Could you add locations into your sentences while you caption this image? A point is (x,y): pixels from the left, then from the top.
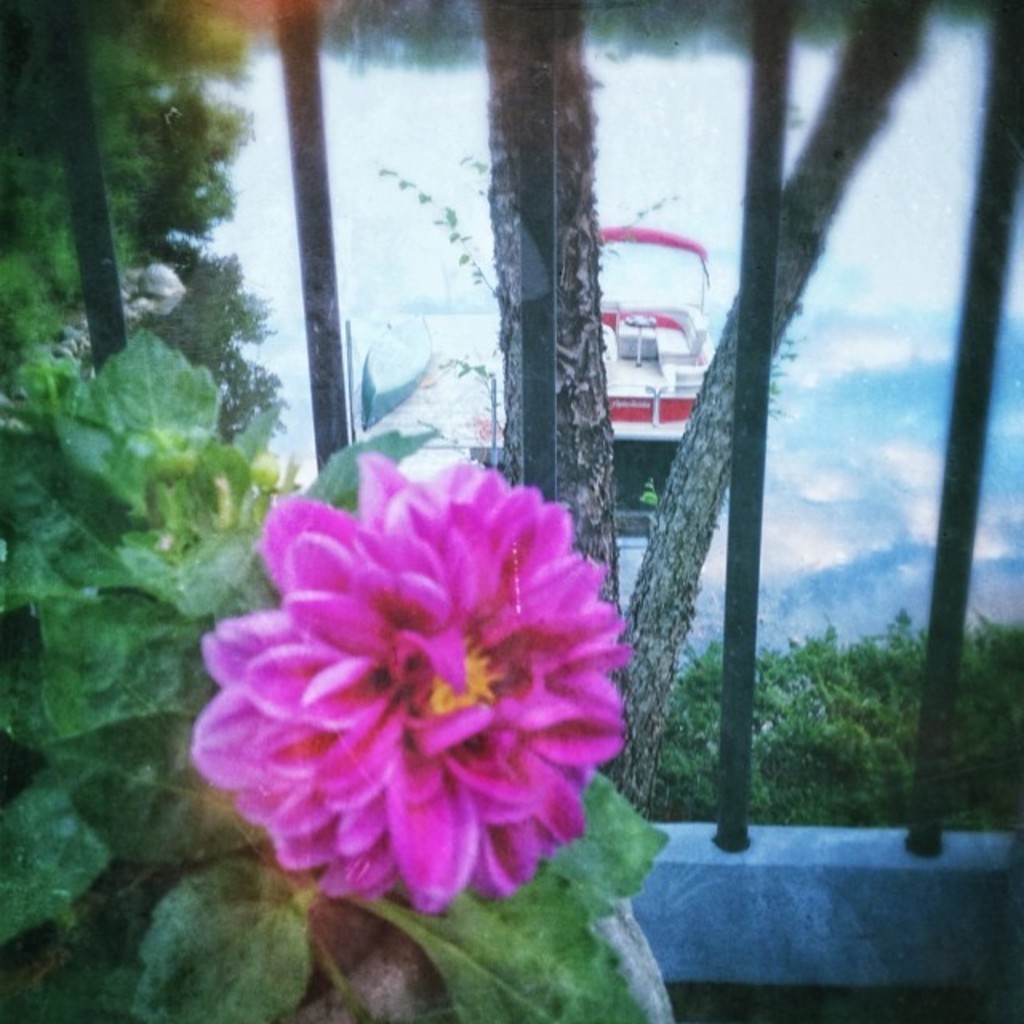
In front of the picture, we see the plant (154,650) which has a pink flower (332,693). Behind that, we see the railing (735,702). Behind that, we see the stem (657,575) of the tree (592,455) and grass (893,715). We see a vehicle (683,242) in red and white color. In the background (474,150), we see the water (1014,306). This picture is blurred in the background (1014,306).
